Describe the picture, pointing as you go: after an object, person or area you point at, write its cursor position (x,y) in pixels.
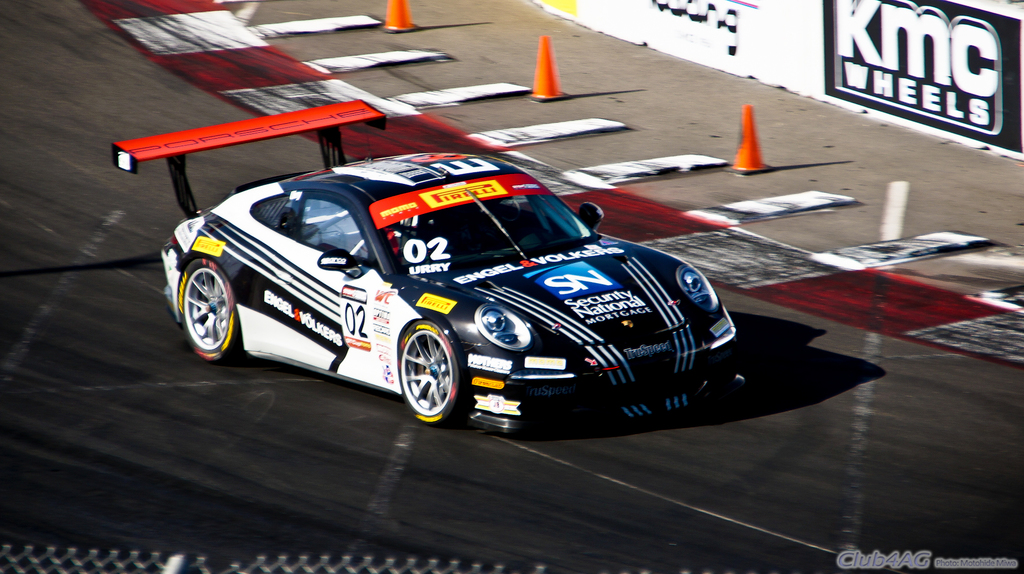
There is one car (567,419) present on the road (624,501) as we can see at the bottom of this image (280,434). We can see a watermark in the bottom right corner of this image (925,564). We can see traffic cones (543,52) and a wall (788,51) at the top of this image (785,56). There is a board (925,60) in the top right corner of this image (943,120).
